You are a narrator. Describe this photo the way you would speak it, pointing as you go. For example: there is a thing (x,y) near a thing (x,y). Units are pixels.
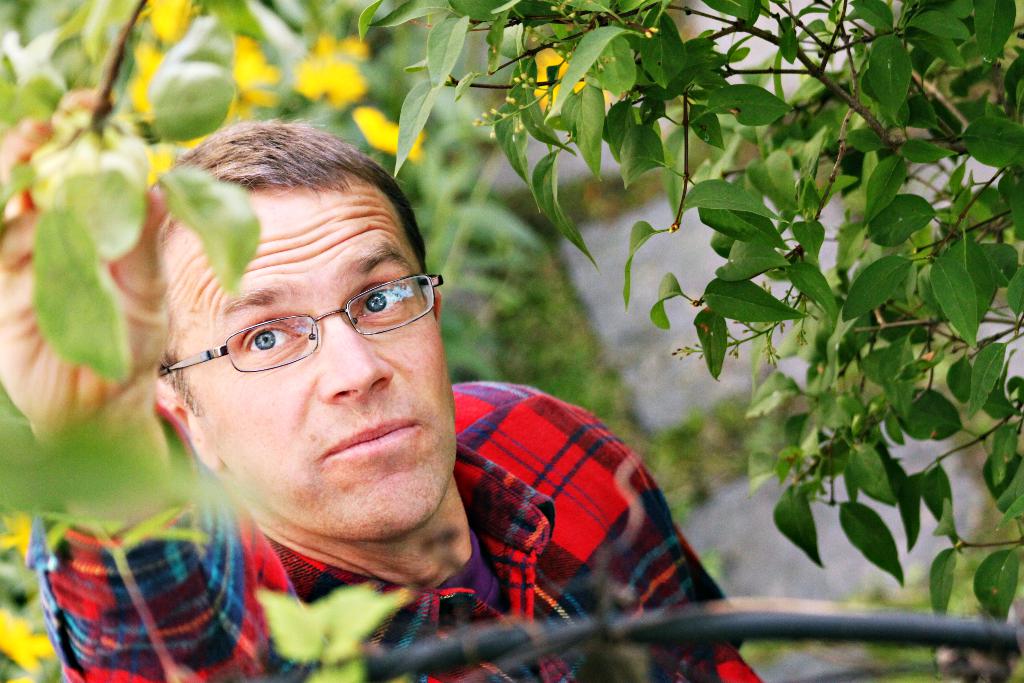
In the image I can see a man (372,462) is wearing spectacles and a shirt (529,550). In the background (565,304) I can see trees (762,230), plants (526,251) and some other objects (605,324). The background of the image (568,317) is blurred.
